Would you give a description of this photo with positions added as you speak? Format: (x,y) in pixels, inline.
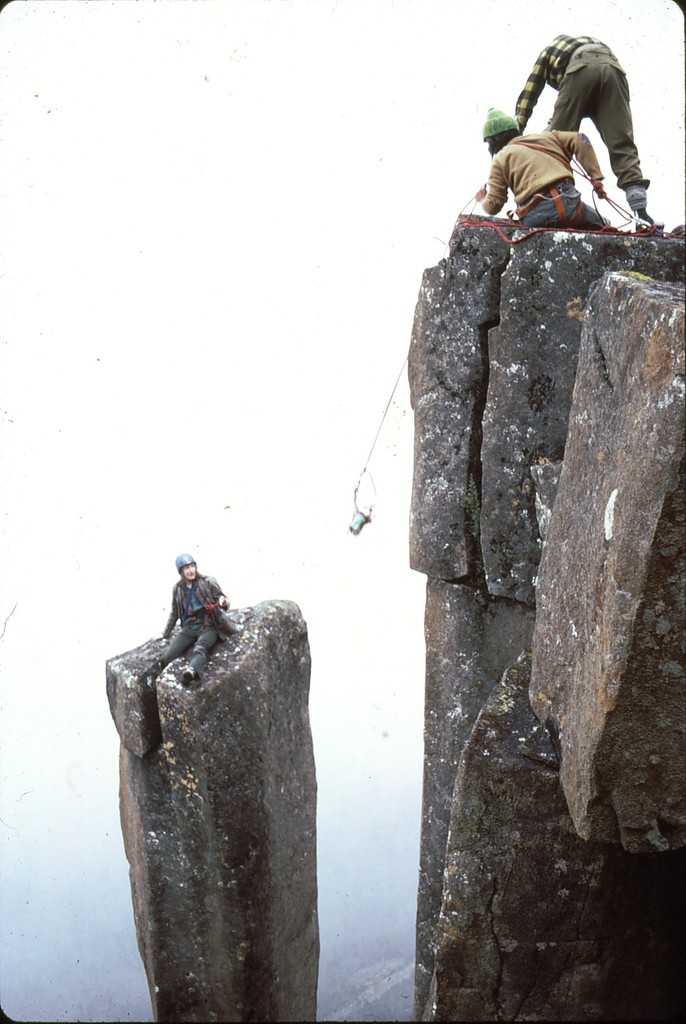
In this image I can see three persons (218,587). In front (214,636) the person (178,611) is sitting on the rock (229,735) and the person (171,626) is wearing black color dress (202,636). In the background (197,270) the sky (233,306) is in white color.
